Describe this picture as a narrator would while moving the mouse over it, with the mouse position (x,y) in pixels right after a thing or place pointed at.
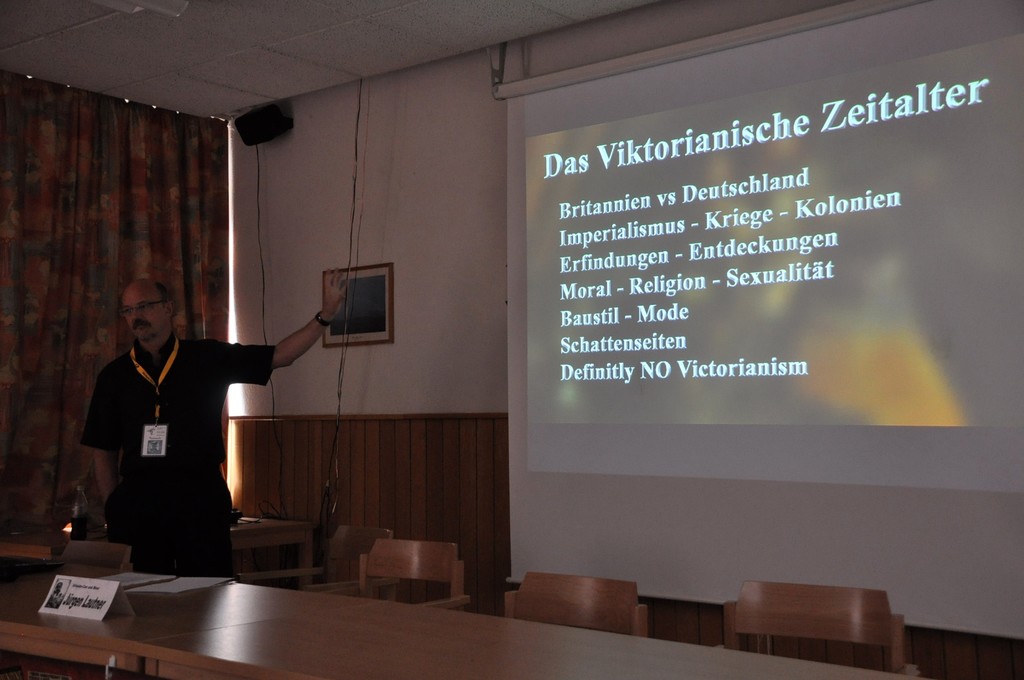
This picture shows a man (95,498) standing and we see a projector screen (998,428) and a table (178,670) and few chairs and a photo frame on the wall (392,394).
